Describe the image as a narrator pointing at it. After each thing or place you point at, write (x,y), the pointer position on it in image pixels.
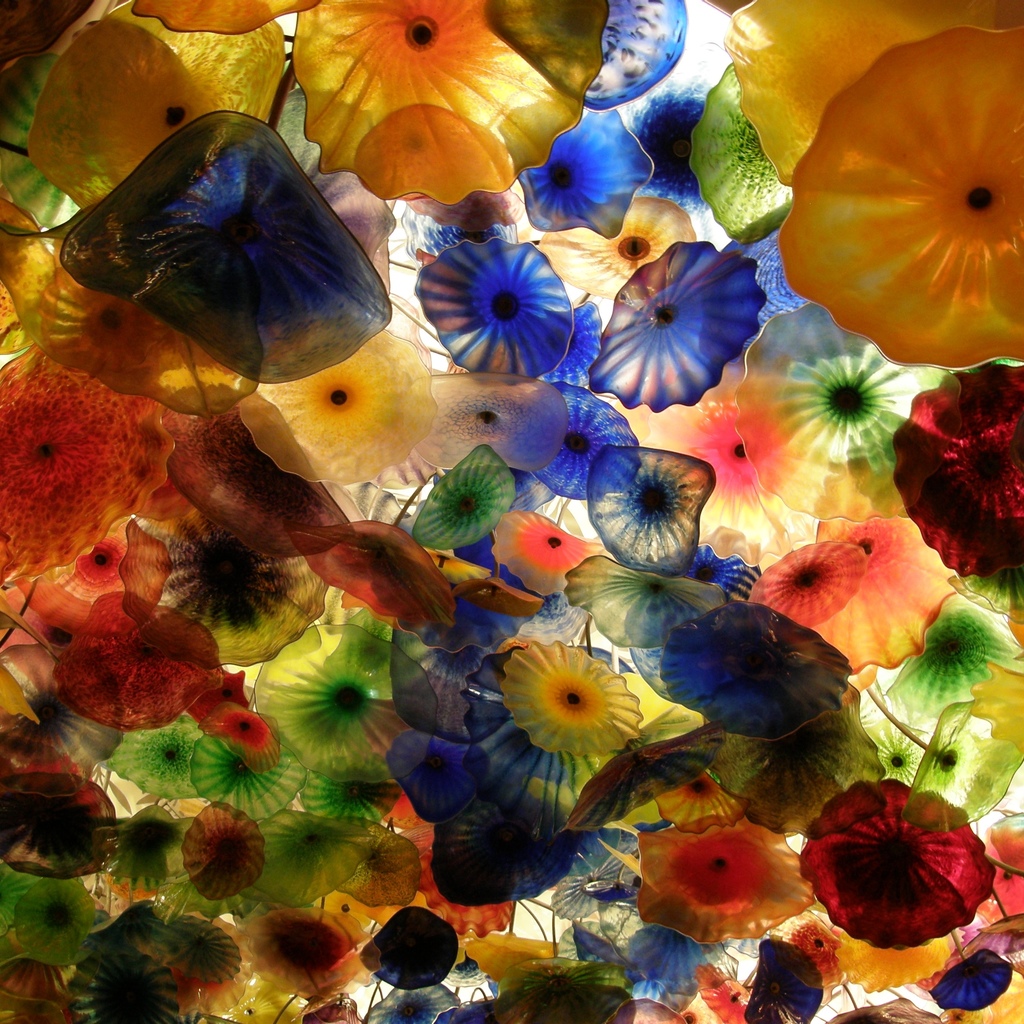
There is a zoom-in picture of a glass art (726,331), where we can see different colors of flowers (313,249) present in this image.
